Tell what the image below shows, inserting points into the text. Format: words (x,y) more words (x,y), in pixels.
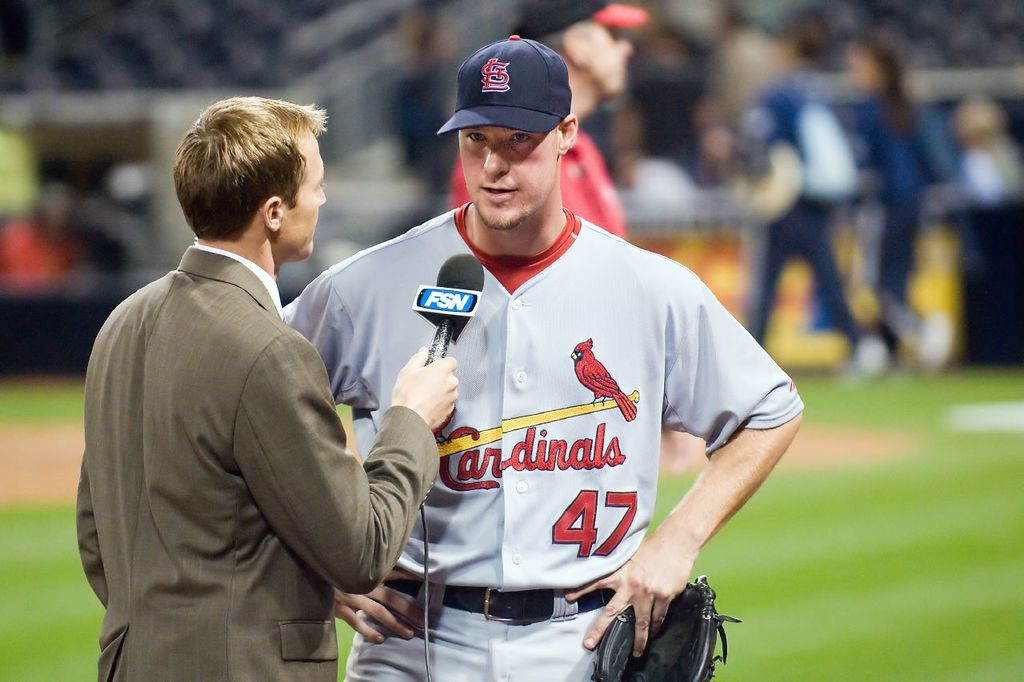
In the picture we can see a news reporter (215,649) standing on the grass surface (34,653) and asking some questions to the sports person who is standing, and he is with a cap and keeping his hands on his hip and holding a black color glove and behind him we can see some people (819,228) are standing and they are not clearly visible.
